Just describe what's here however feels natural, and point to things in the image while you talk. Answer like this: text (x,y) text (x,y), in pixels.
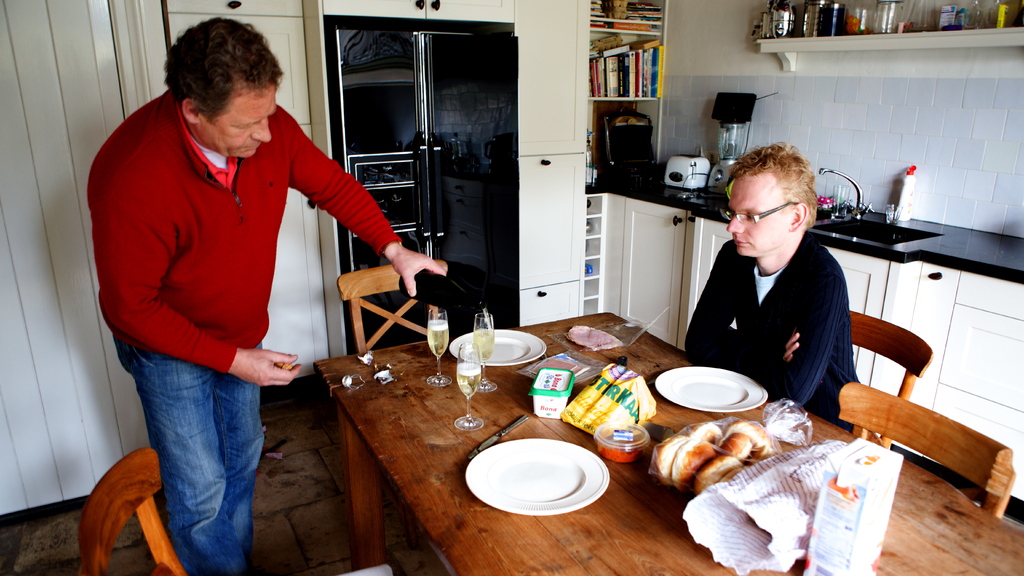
Here we can see that a person (275,144) is standing on the floor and holding a wine bottle (427,284) in his hand (409,286), and in front (417,428) there is the table (422,416) and glass plates (515,350), and some food items (759,432) on it, and here is the person (704,339) sitting and looking, and at back (705,101) here is the wall (705,134), and some objects (720,108) near it, and here is the books (630,81) in the rack (639,105).
